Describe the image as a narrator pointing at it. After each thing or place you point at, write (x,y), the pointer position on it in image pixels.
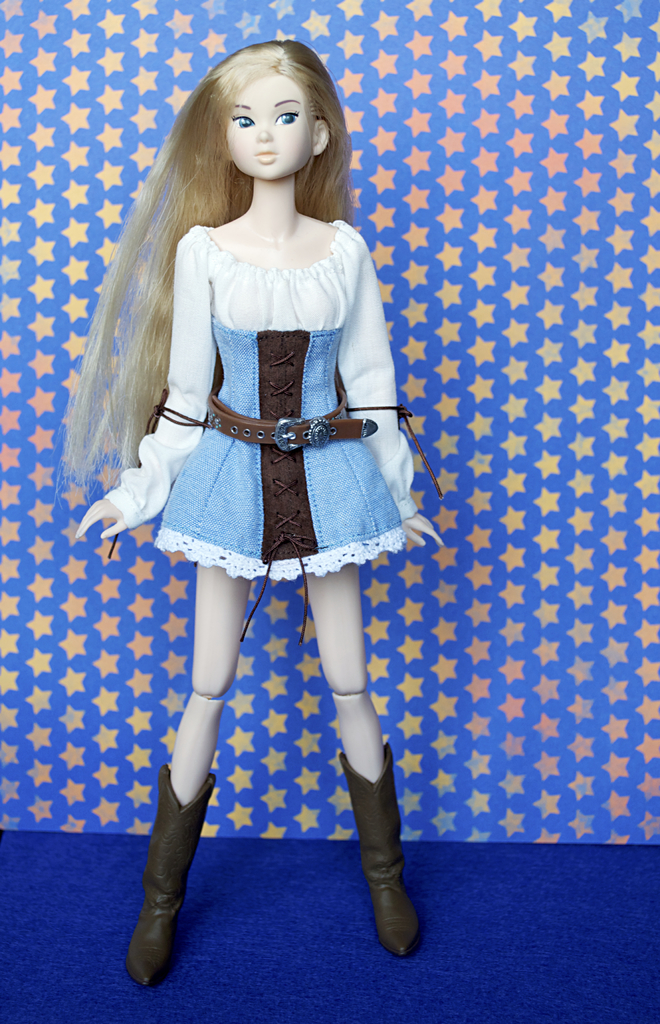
In this picture there is a doll (296,272) which is placed on the table (520,847). Behind the doll (364,527) I can see the small stars (455,329) on the paper (489,236).
